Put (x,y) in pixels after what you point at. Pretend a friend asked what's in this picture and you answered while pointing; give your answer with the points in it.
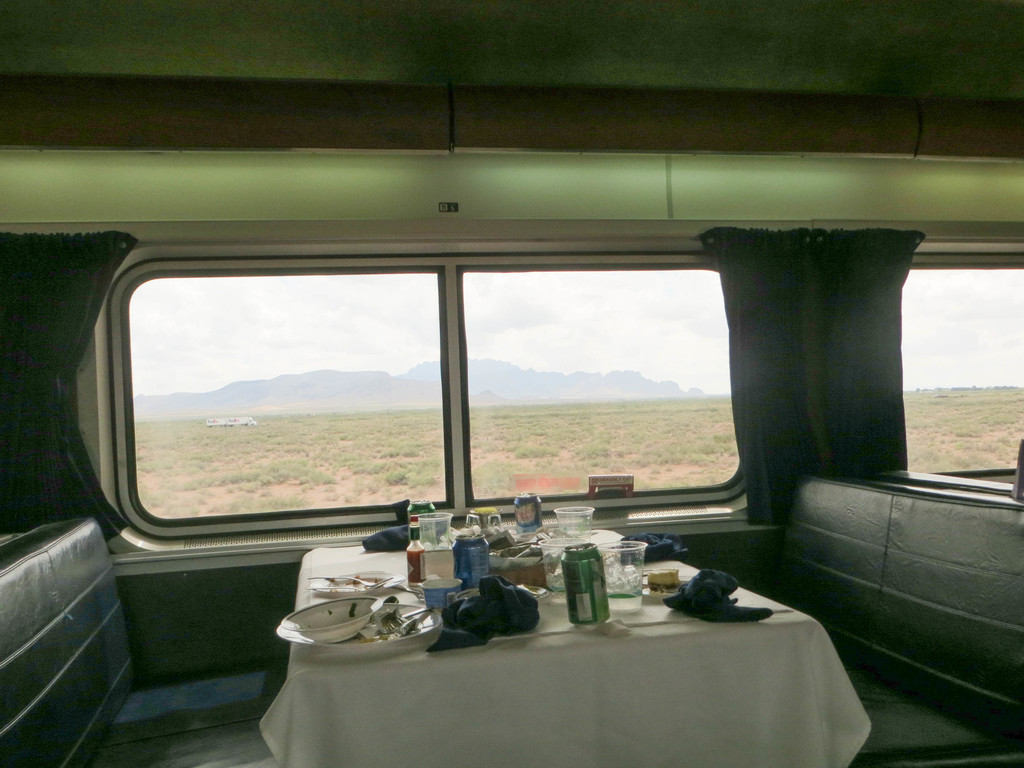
In this image I can see an interior view of a train (189,617). I can see few objects (590,598) on the table (626,727). I can see a window (353,434). In the background (354,432) I can see few plants (620,423) and mountains (423,364). On the either side of the image I can see passenger seats (857,617).
